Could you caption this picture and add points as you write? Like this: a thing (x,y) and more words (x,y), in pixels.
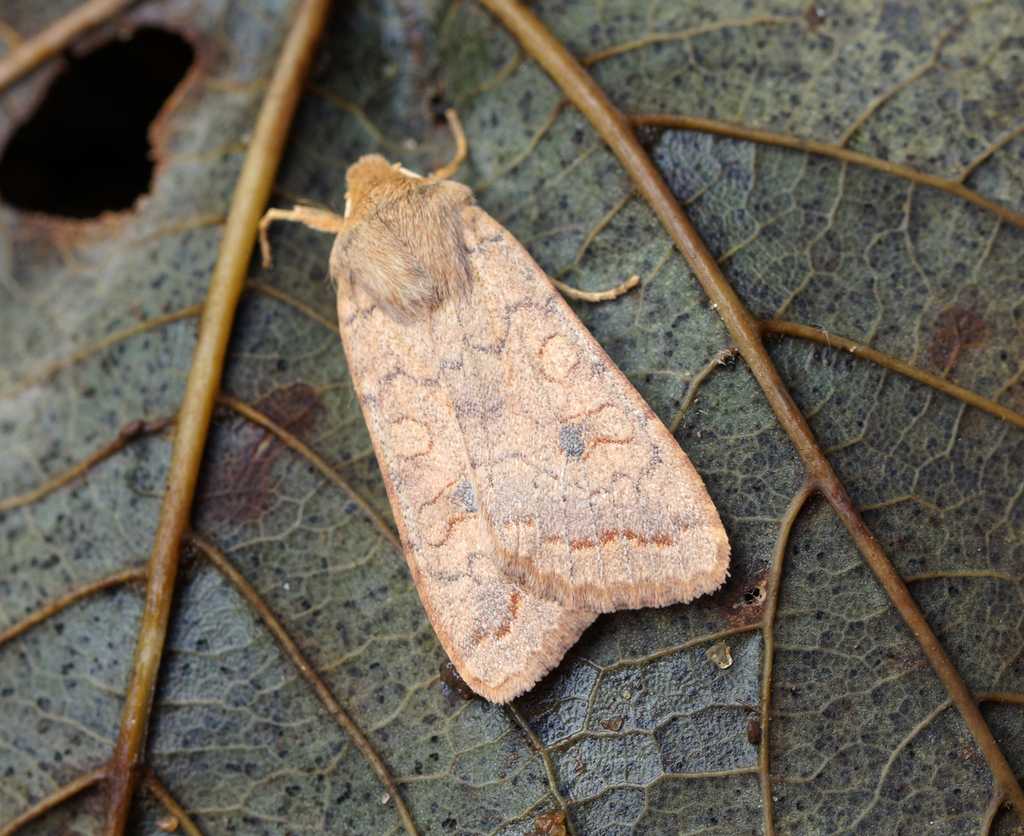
It is an insect (657,437) on the leaf (148,567).
